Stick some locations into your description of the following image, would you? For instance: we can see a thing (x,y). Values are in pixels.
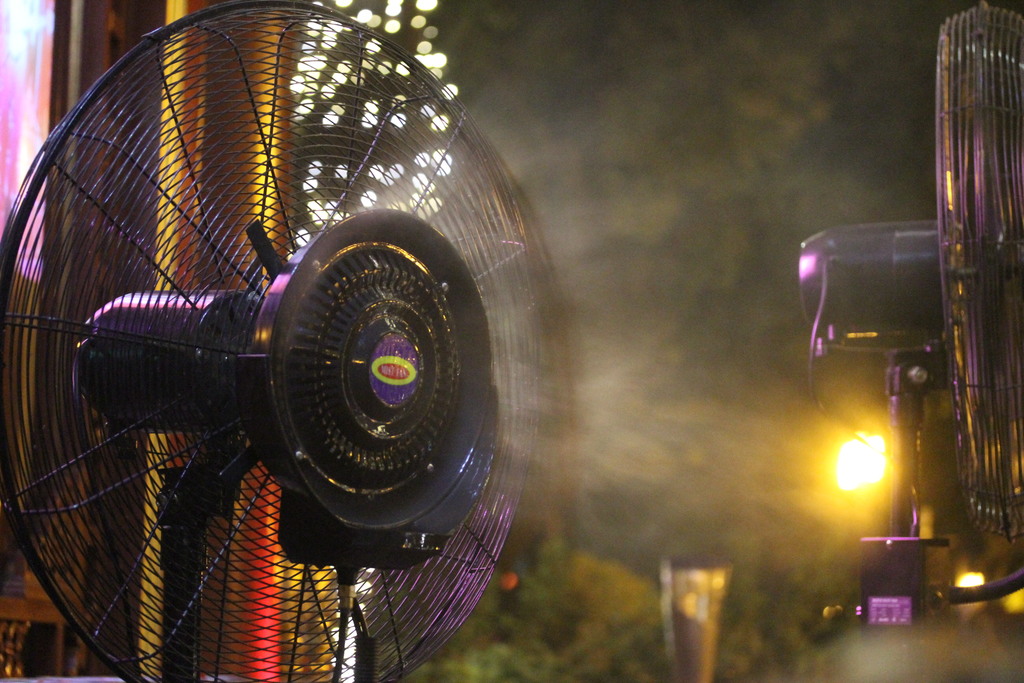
In this image I can see the table fans (417,620), plants (735,621) and the lights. I can see the black background (714,198).
